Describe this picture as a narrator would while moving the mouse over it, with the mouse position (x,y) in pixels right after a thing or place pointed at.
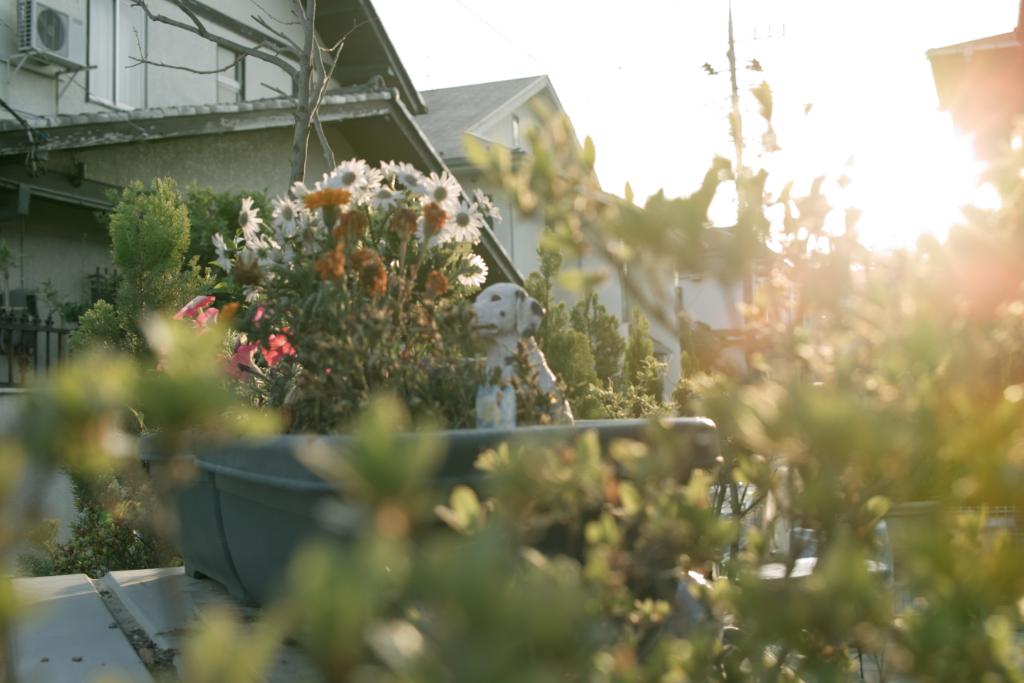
In this image I can see number of plants (400,380), flowers (462,227), a green colour container (632,423) and a white colour toy (497,346) in the front (534,469). In the background (83,235) I can see a tree (335,59) and few buildings (52,184).
